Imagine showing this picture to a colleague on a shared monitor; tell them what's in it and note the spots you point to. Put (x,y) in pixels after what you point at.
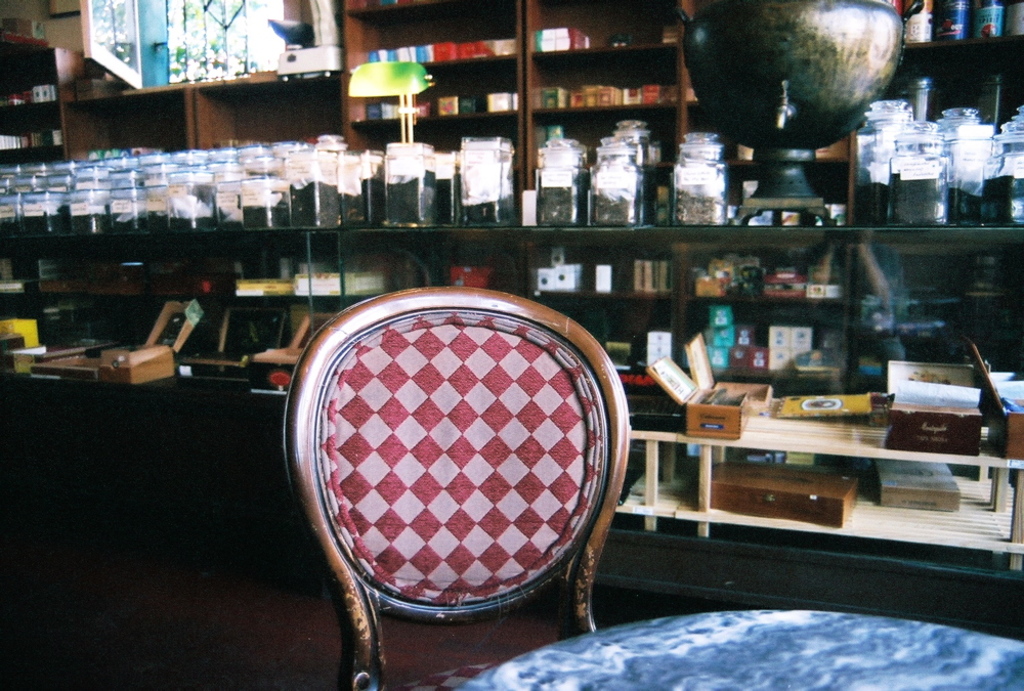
In this image we can see inside of a store (168,633). There are many objects (439,180) placed on the shelves (594,147). There are many objects (688,201) placed on the tables (825,426). There is a table (728,684) and a chair (481,570) at the bottom of the image (789,679). We can see a window (218,45) at the top of the image (181,28). We can see a tree (179,49) in the image.
